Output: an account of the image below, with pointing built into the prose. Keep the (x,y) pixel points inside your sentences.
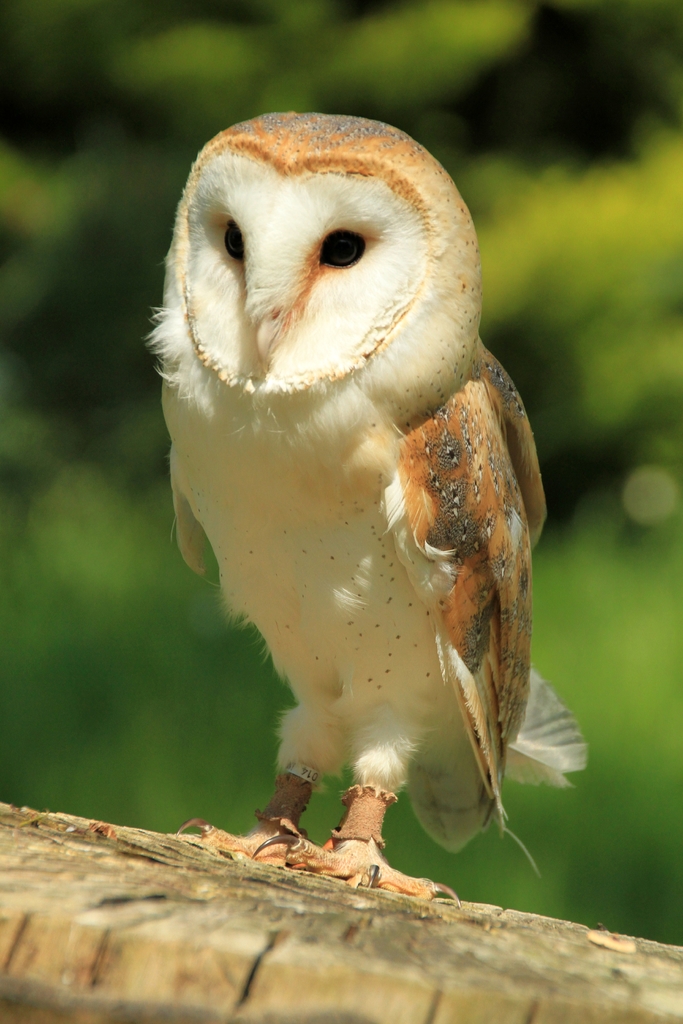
In this image there is an owl (424,671), on a wooden surface (281,996), in the background (131,767) it is blurred.
